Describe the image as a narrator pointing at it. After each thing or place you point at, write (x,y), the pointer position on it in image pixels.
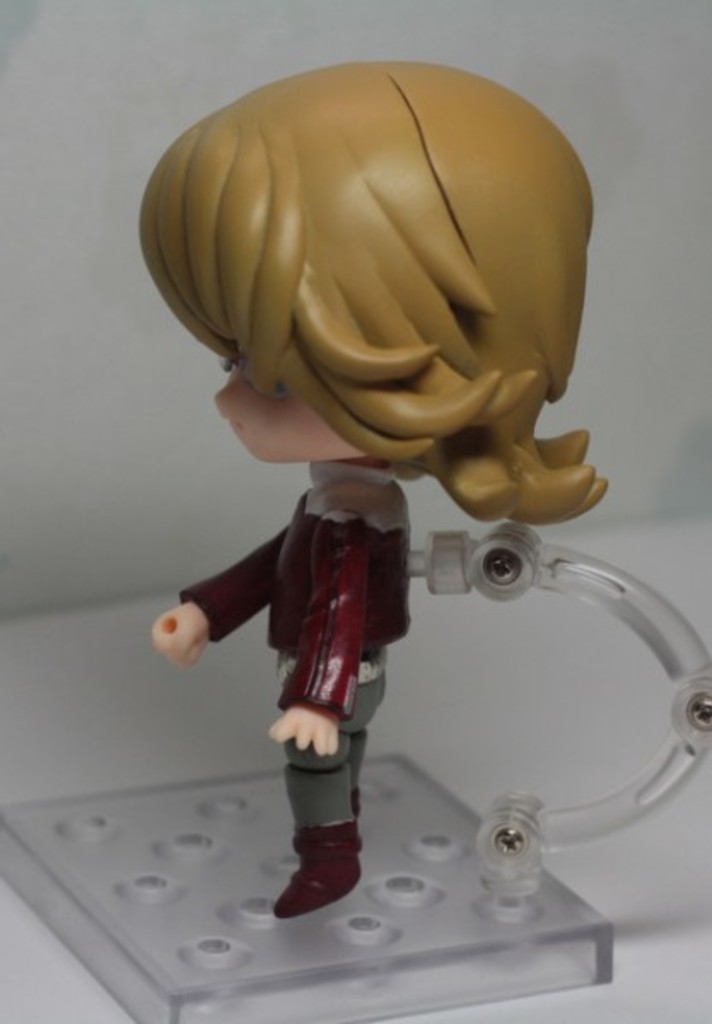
In this image we can see one toy (325,569) on the white surface (43,976) looks like a table (94,993) near to the white wall (672,54).
